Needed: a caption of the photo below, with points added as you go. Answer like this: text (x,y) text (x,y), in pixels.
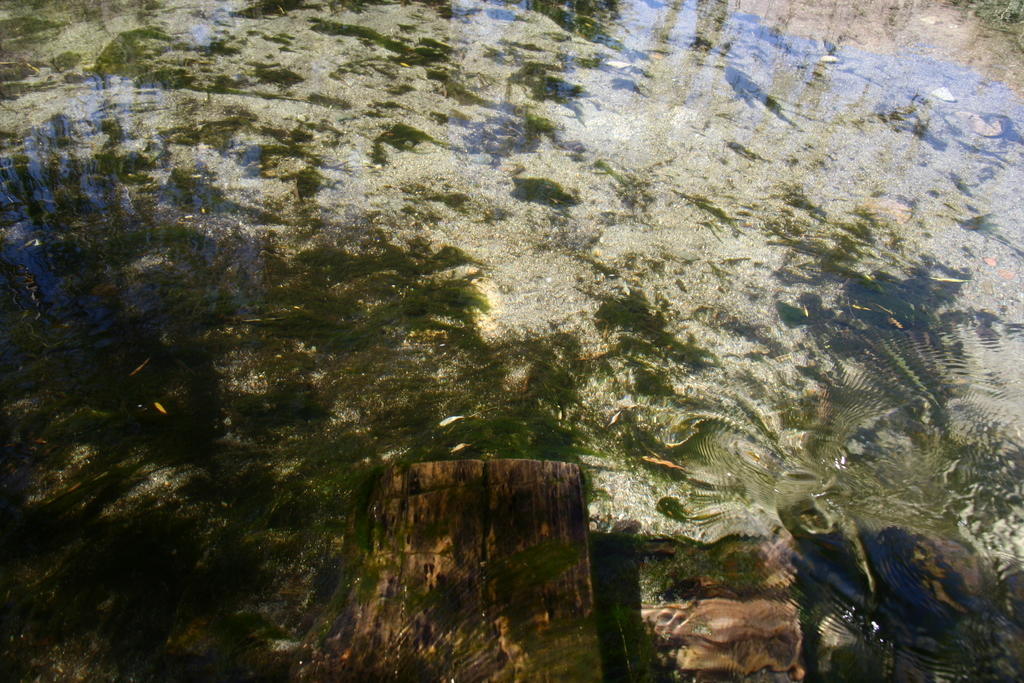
In this image we can see the water (599,404).
